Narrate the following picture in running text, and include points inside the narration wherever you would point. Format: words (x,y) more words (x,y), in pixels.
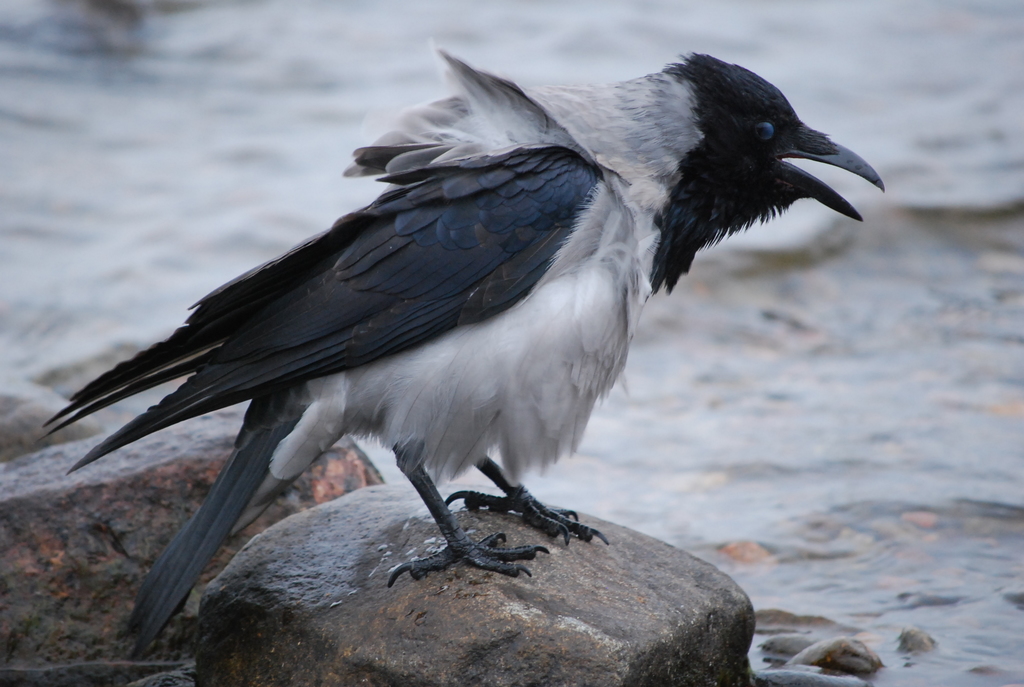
This picture might be taken from outside of the city. In this image, in the middle (558,299), we can see a crow (555,239) standing on the stone (520,658). On the left side (172,430), we can also see some stones (176,486). In the background (57,181), we can see a water (953,61) with some stones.
